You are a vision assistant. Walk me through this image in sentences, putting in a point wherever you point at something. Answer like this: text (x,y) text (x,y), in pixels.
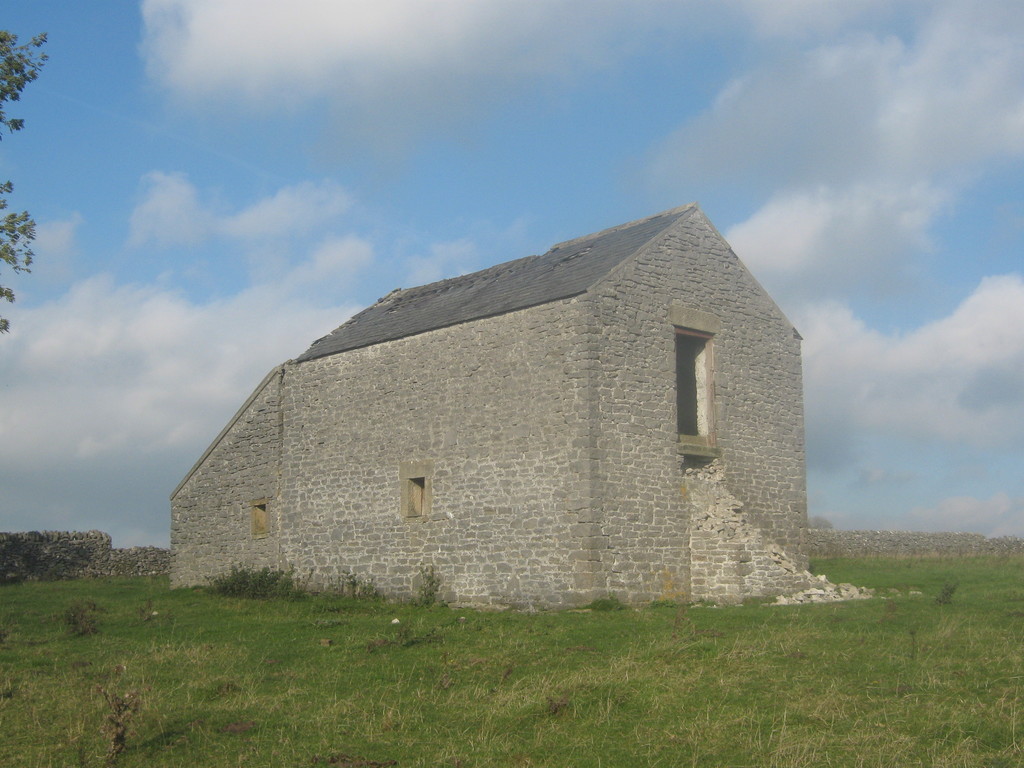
This picture shows a house (800,422) and we see a blue cloudy sky (466,189) and we see a tree (1,69) on the side and grass (820,650) on the ground (472,670).
